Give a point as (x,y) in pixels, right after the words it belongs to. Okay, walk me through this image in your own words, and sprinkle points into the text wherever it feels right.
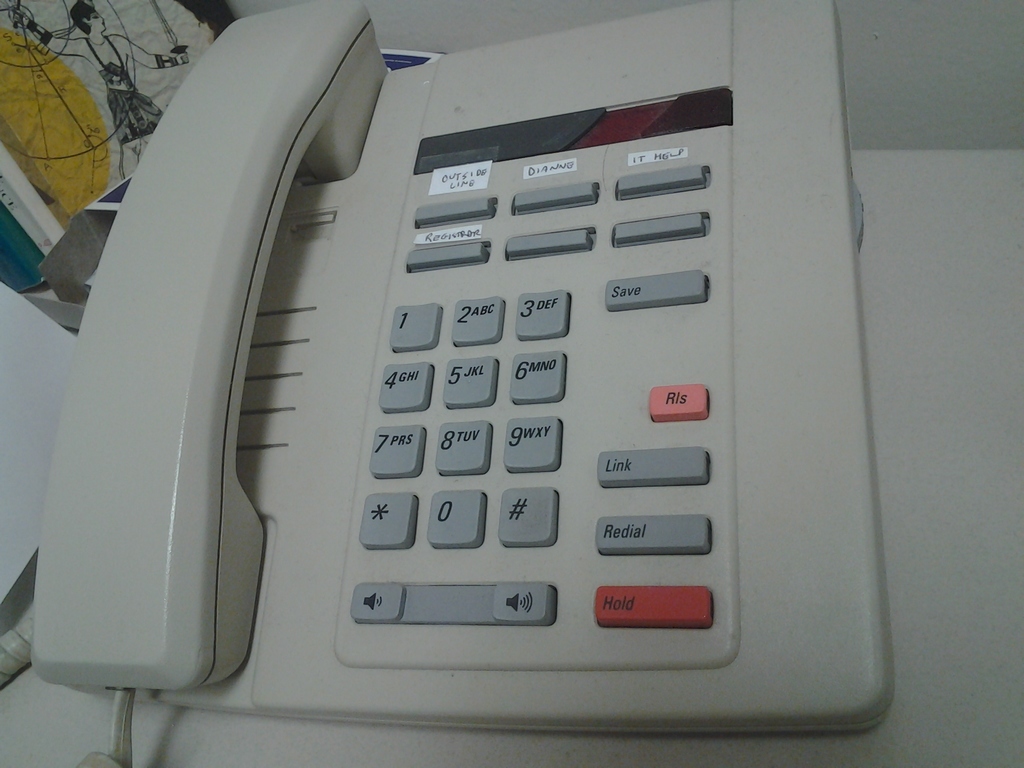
In the picture we can see a telephone (562,690) which is white in color with the buttons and it is placed on the desk (209,717) and beside it we can see some things (36,322) are placed on the desk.
